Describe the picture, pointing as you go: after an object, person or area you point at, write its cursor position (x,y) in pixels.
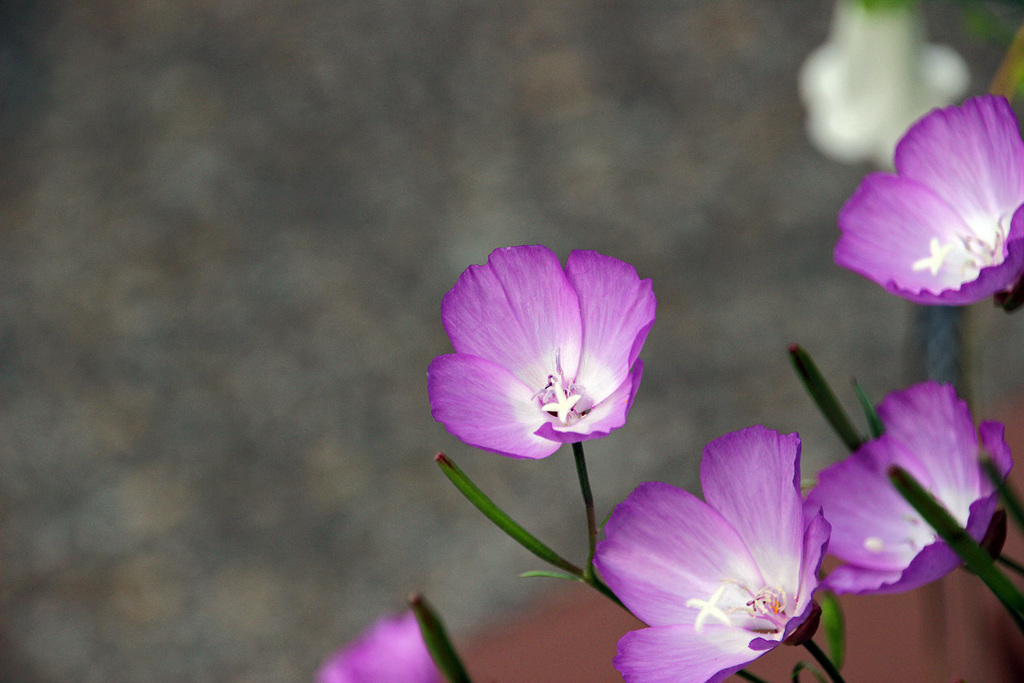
In this image, I can see the flowers (711,622) to the stems (532,538). There is a blurred background (800,211).
